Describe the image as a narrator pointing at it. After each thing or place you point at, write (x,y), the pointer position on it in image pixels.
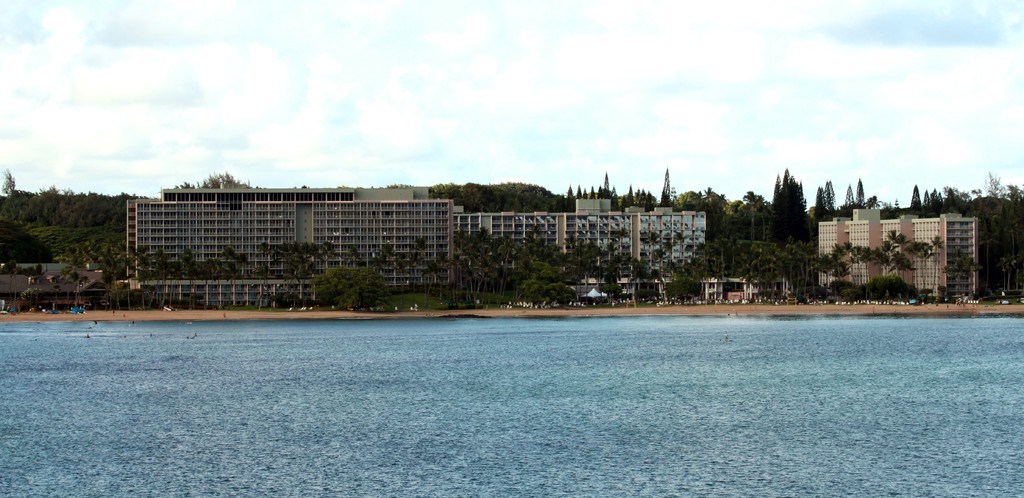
In this picture there is water (406,384) at the bottom side of the image (1020,491) and there are trees (477,184), buildings (945,246), and cars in the center of the image (550,254).
